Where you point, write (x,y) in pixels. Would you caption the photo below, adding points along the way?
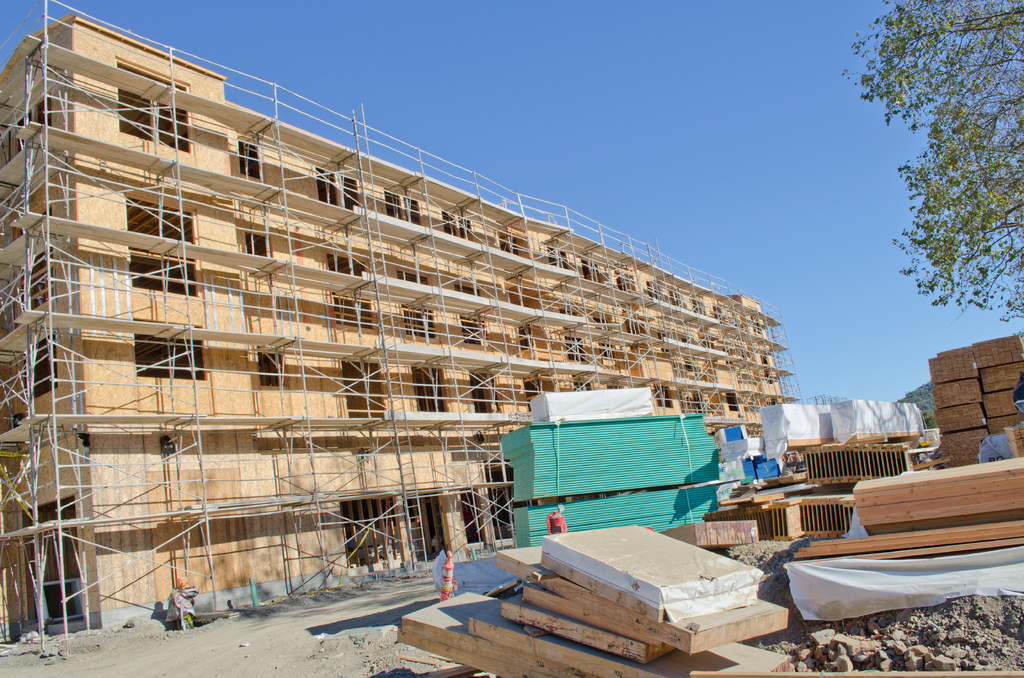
In this image there is a building (314,295) under construction. On the right side (752,510) there are wooden blocks (761,511) and some construction materials (853,449). On the right side (1000,121) top there is a tree (979,202). At the top (715,49) there is the sky (728,62). At the bottom (183,639) there is sand (243,639).
